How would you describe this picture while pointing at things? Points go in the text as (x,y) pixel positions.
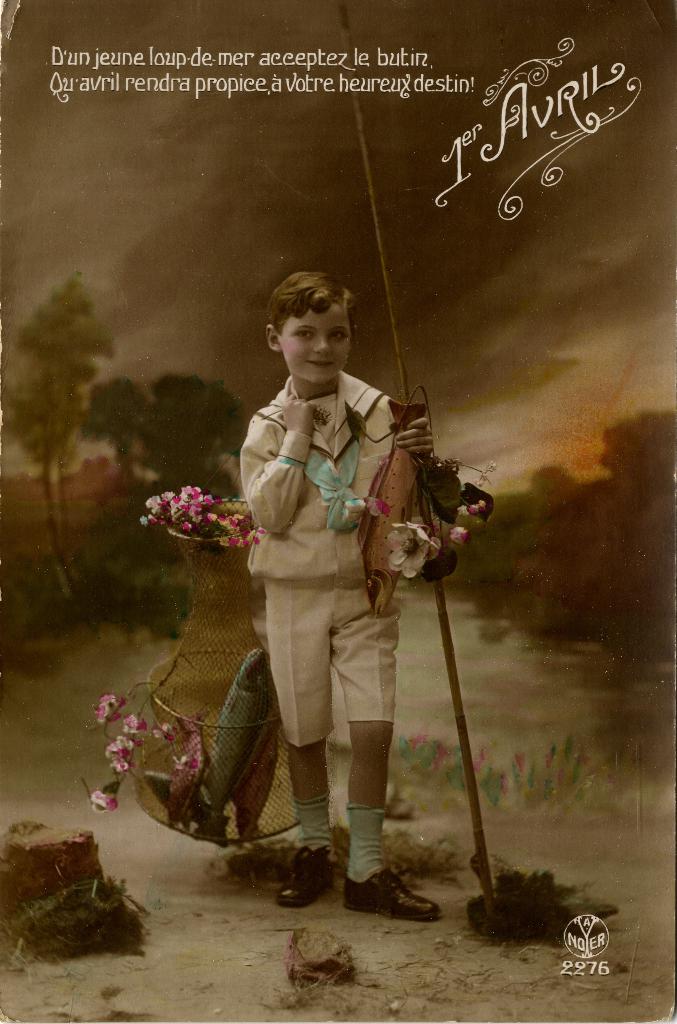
In this image I can see there is a poster (384,159) and a text (521,136) written on it. And there is a person (362,624) standing and holding a fish (379,565) and a stick (423,489). And he is standing next to a basket (211,628). And at the back (618,528) there are trees (628,496).
